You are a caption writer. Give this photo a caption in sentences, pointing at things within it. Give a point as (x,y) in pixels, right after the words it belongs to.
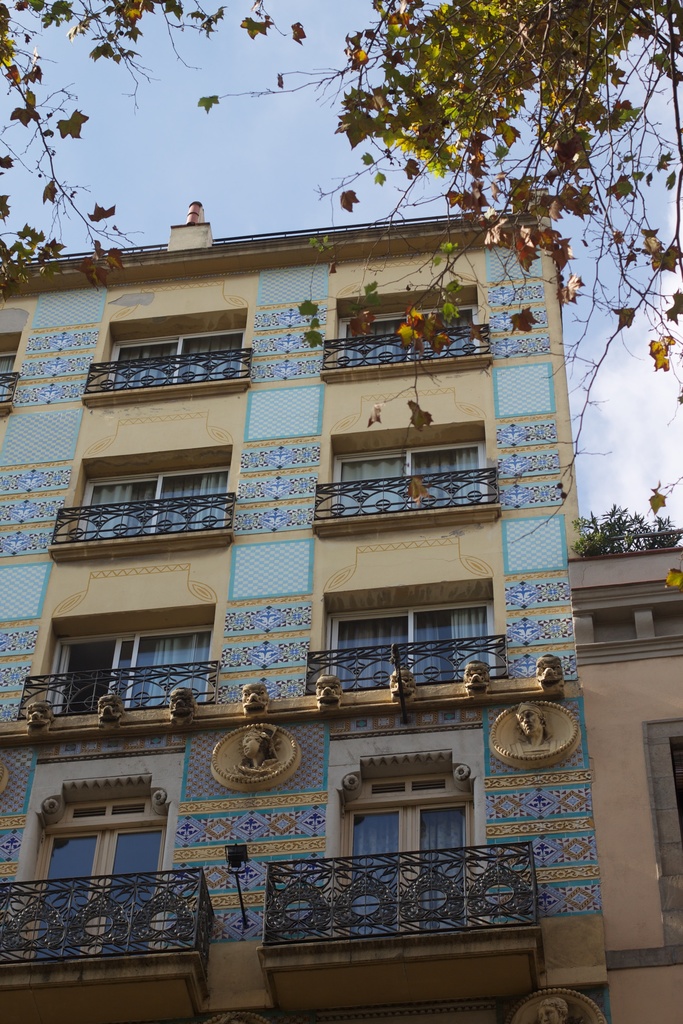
In this image there are buildings (213,657), railing (189,666) and there are some plants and trees (669,138) and sculptures (491,734) on the building (273,719) and there are lights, at the top (302,126) there is sky (588,264).
